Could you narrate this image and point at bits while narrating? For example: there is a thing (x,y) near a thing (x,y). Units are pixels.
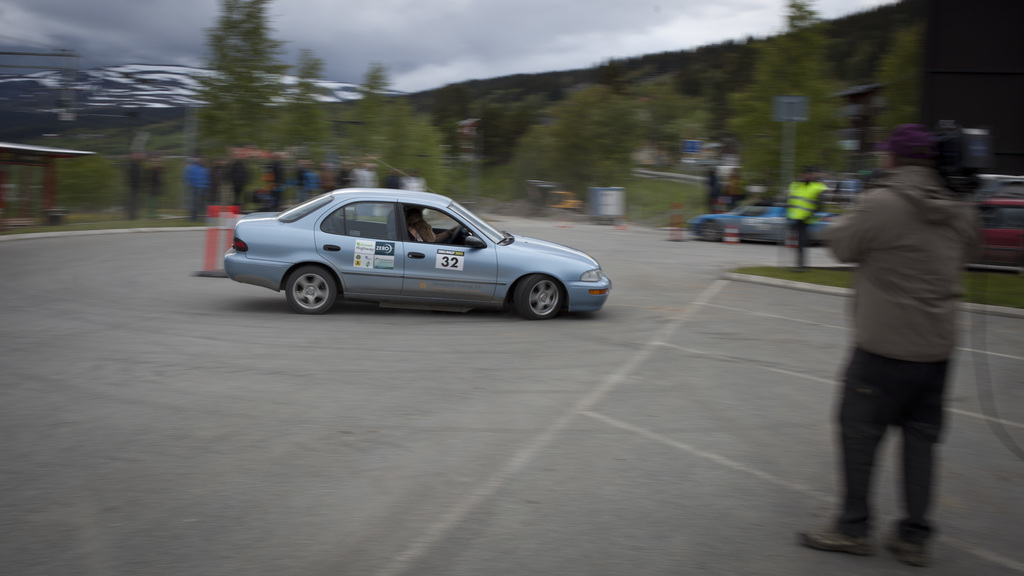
In this image we can see the car (402,249) on the road (338,310) and there is the person (425,236) sitting in the car (418,249). There are a few people (352,181) standing on the ground (646,233) and we can see the person (939,198) holding an object (953,163). At the back (570,201) there are few objects (217,217), trees (218,93), mountains (591,82) and the sky (442,44).
